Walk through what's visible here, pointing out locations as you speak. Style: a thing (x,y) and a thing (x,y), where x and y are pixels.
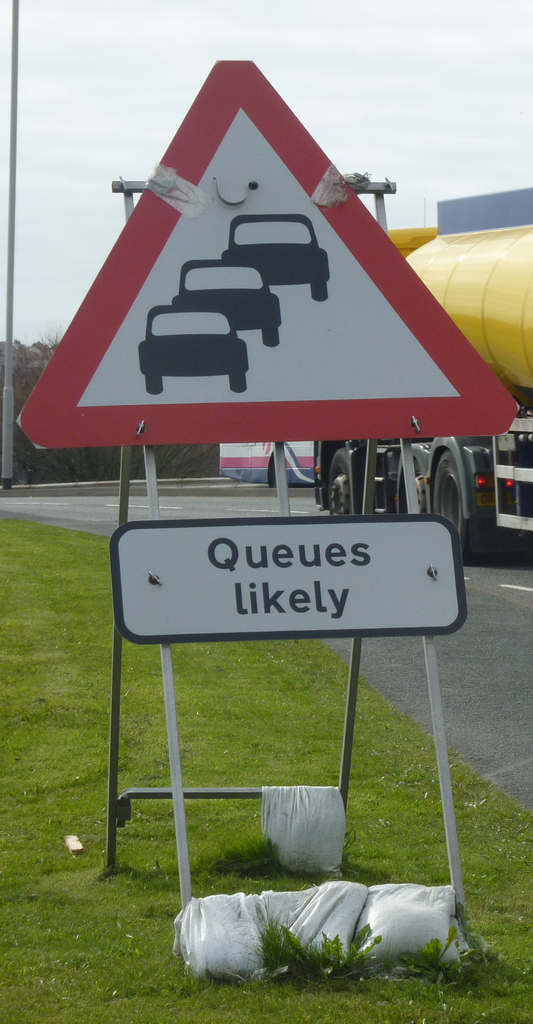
In this picture, we can see the ground (141,765) with grass (146,873), and we can see poles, signboard (284,408), board (261,544) with some text (336,563), and the road (408,692), vehicle (459,264), trees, and the sky (308,6).
